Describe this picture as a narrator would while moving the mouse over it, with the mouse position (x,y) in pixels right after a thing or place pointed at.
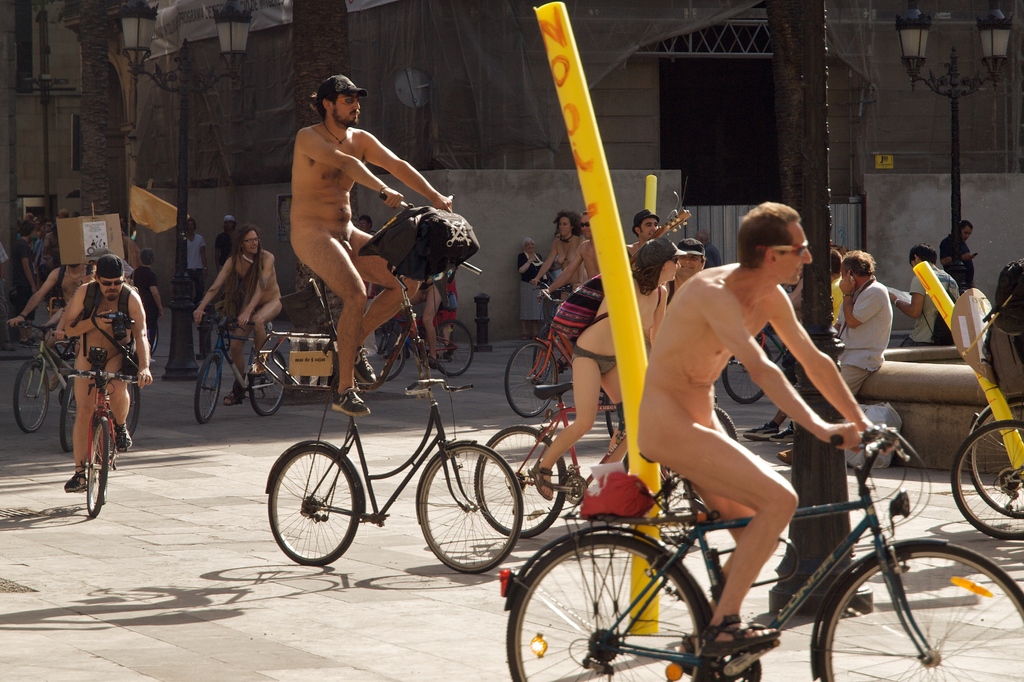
In this image we can see people (734,345) riding their bicycles (54,339) on the road (47,435). In the background (628,98) we can see street lights (951,68) and building (473,77).
